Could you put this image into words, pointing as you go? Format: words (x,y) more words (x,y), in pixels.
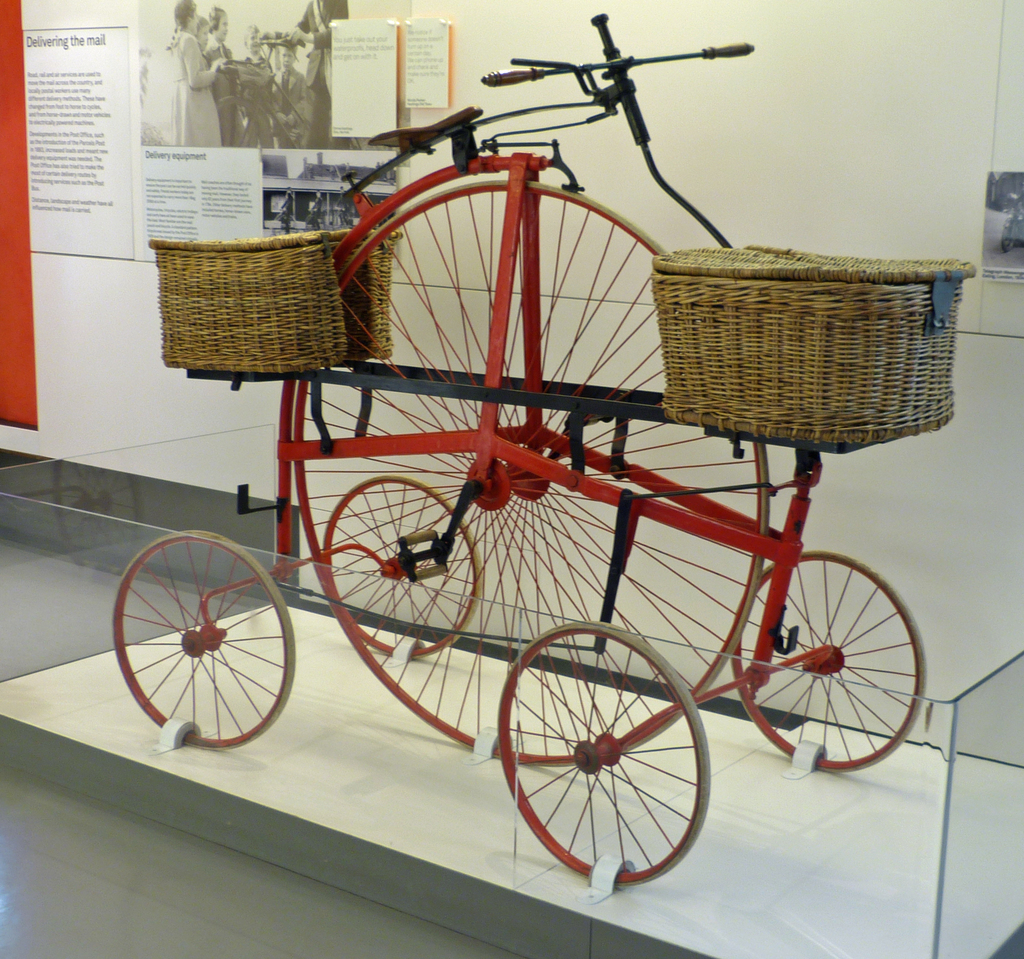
In this picture there is a vehicle (581,199) and there are baskets (749,269) on the vehicle (777,557). In the foreground (173,751) there is a glass wall (782,913). At the back (359,30) there are boards (330,37) on the wall (54,263) and there is a text (90,203) and there is a picture (180,70) of a group of people (202,85) on the board (294,53).
